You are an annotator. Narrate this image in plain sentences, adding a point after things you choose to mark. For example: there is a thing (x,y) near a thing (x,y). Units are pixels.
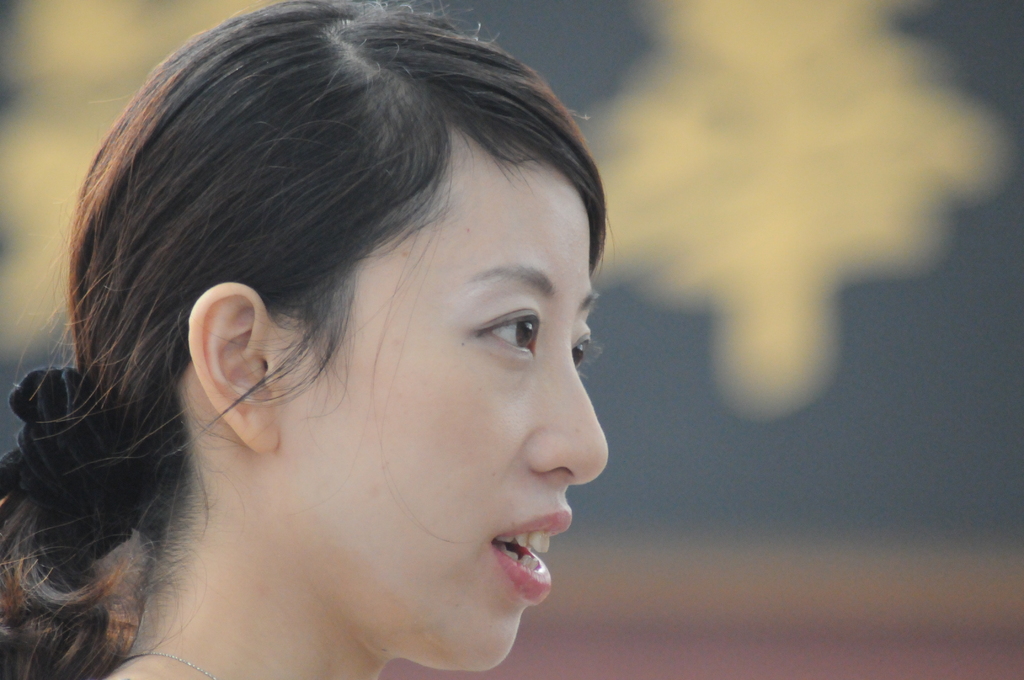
In this image I can see the person's face (283,355). I can see the blurred background (726,568).
